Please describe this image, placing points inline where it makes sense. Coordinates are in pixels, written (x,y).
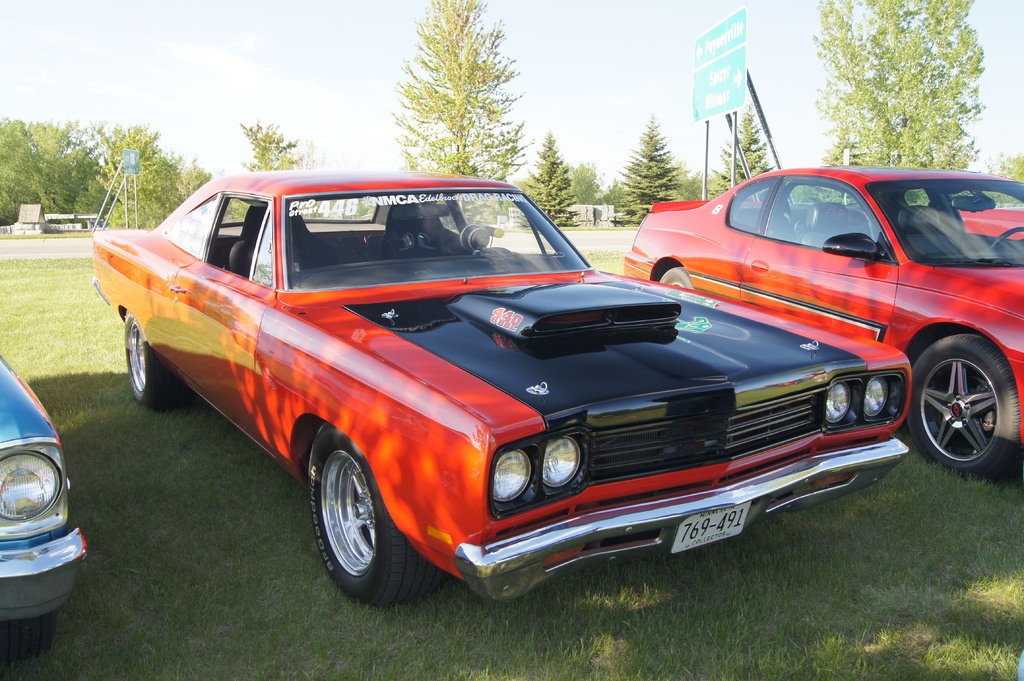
There are three cars (461,353) present on a grassy land (92,447) as we can see at the bottom of this image (505,457), and there are some trees (475,143) in the background (609,201). There is a sky (345,60) at the top of this image (558,60). There is a sign board (719,95) on the right side of this image (727,81).
